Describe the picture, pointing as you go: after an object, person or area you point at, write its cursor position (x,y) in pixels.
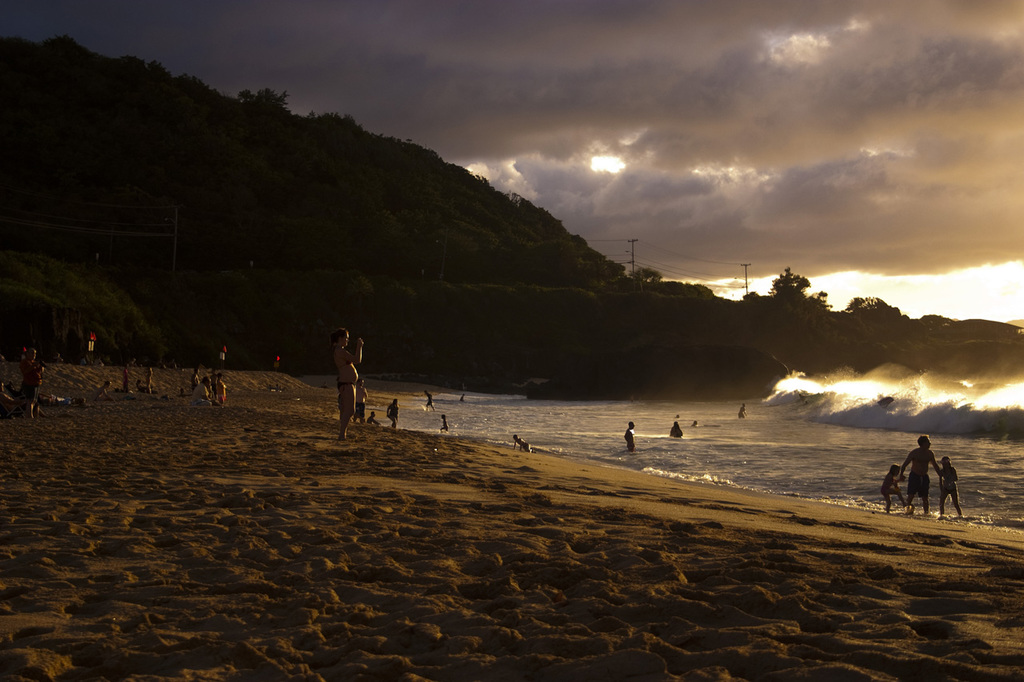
In the image there are many standing in the beach (229,457), on the right side (800,453) its a ocean (824,478), in the back (342,233) there is a hill (257,241) with many trees (762,333) on it and above its sky (894,241).
